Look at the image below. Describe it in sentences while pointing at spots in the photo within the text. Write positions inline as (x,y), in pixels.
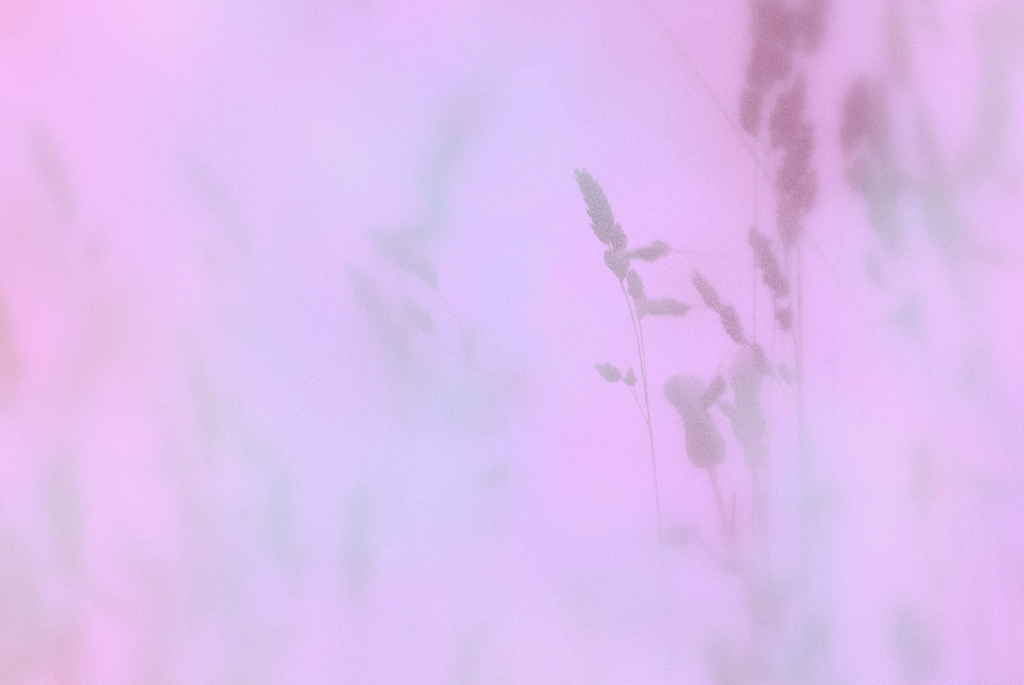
This picture is blur and pink, in this picture we can see plants (713,299).
